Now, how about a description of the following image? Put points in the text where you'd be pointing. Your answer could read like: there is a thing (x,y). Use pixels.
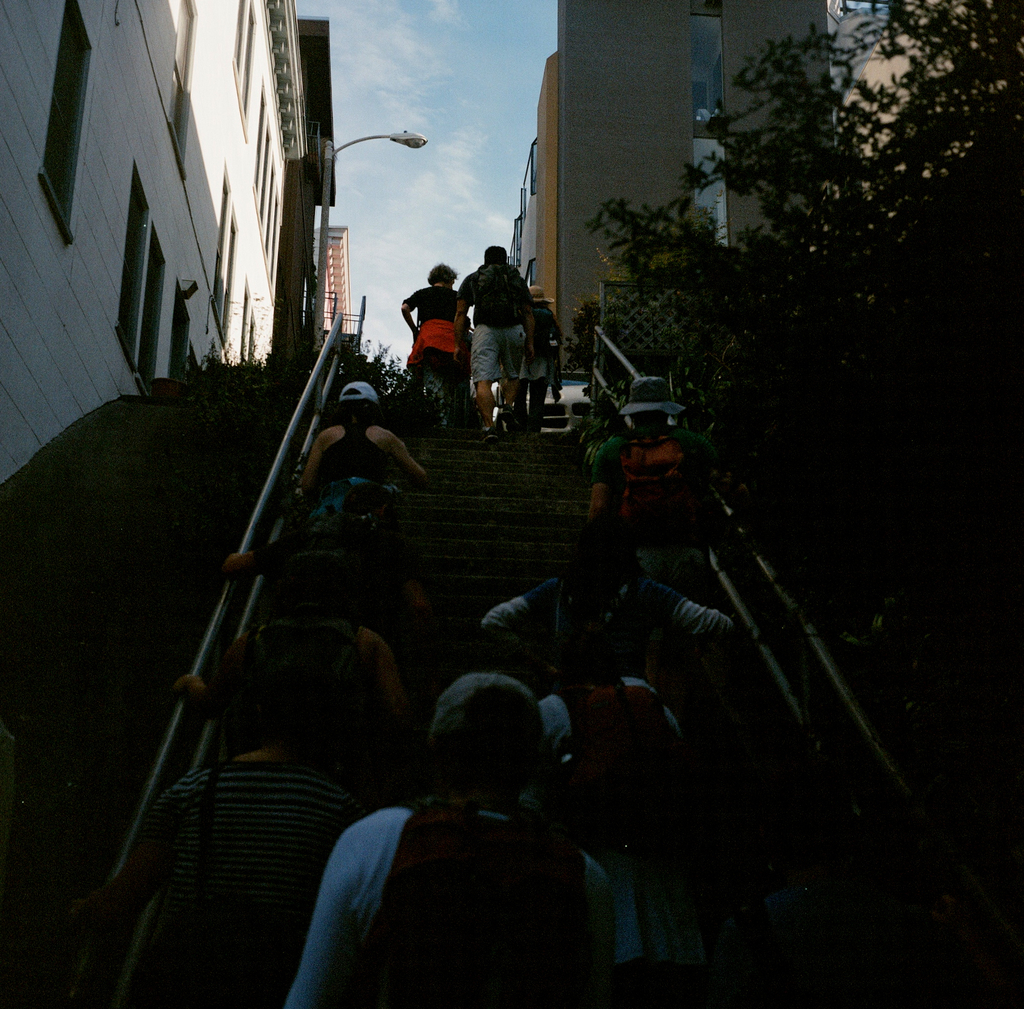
In the picture we can see some group of persons (581,760) walking through the stairs (457,511) and there are some trees (748,314), houses (181,316) on left (256,256) and right side of the picture (710,300).
